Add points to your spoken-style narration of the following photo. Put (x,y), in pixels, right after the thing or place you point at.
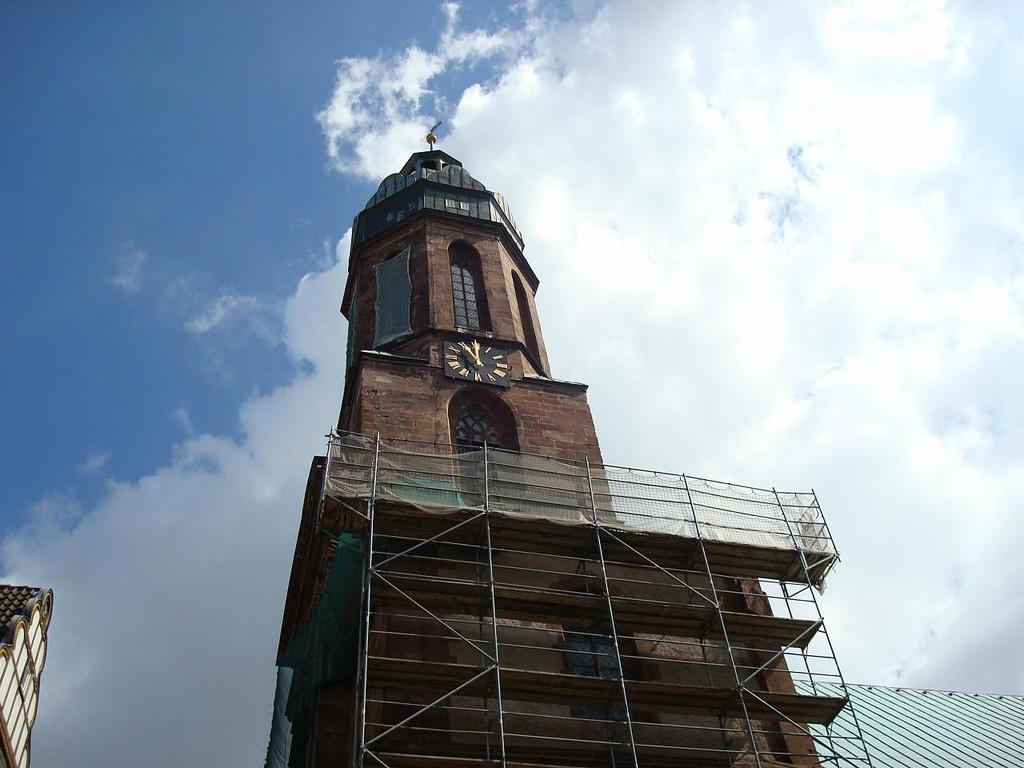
In this image we can see a building (670,608) and other objects (707,568). On the left side of the image (14,724) there is an object (19,590). In the background of the image (39,730) there is the sky (935,192).
